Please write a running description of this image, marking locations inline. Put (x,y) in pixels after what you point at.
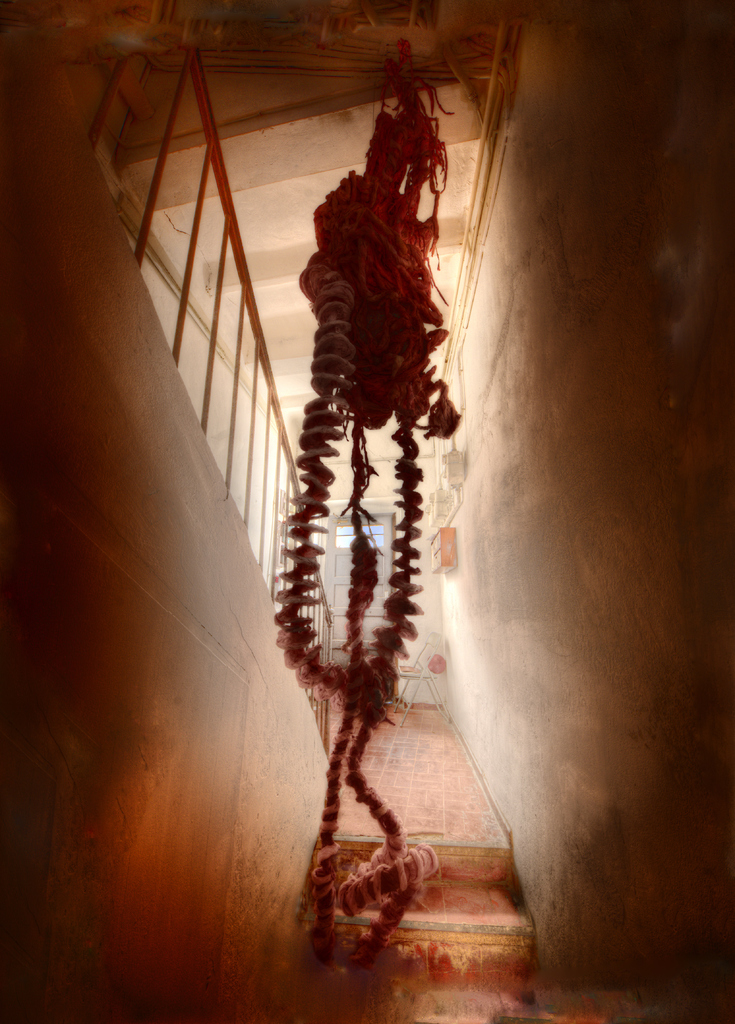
In this image I can see a rope (356,588) in the centre (297,598), I can also see stairs (436,886) behind it and on the left side of this image (239,360) I can see railing (224,260).
